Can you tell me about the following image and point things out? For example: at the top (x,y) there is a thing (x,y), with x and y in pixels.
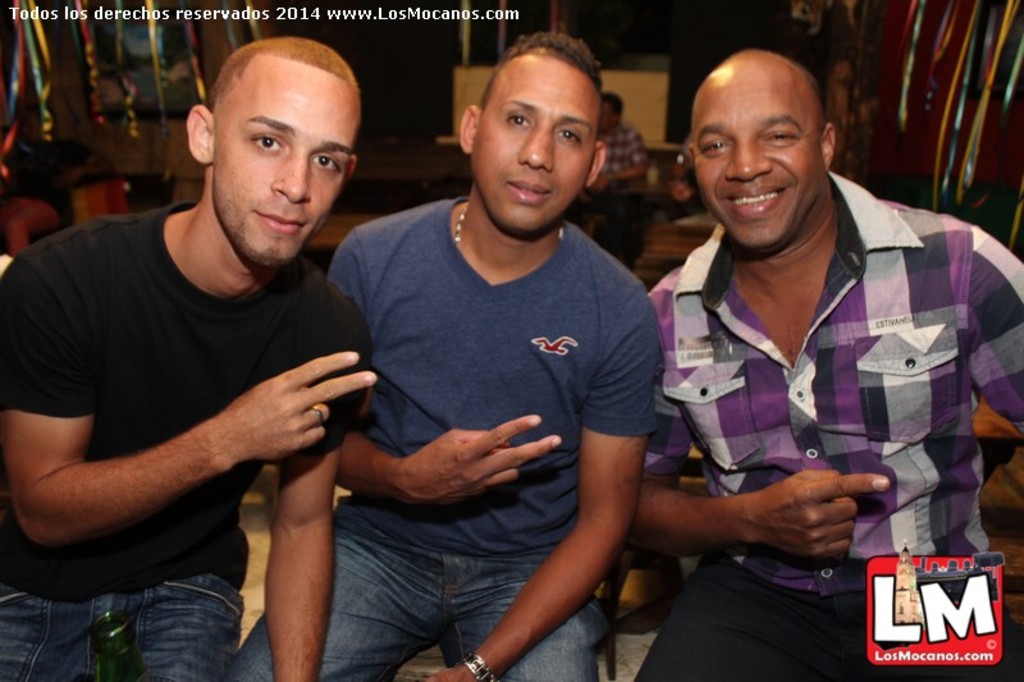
In the middle (525,385) a man (448,375) is sitting, he wore a t-shirt (556,353). On the left side (173,302) another person (170,380) is there. He wore black color t-shirt (231,380). In the right side (799,189) this person (781,216) is smiling.
